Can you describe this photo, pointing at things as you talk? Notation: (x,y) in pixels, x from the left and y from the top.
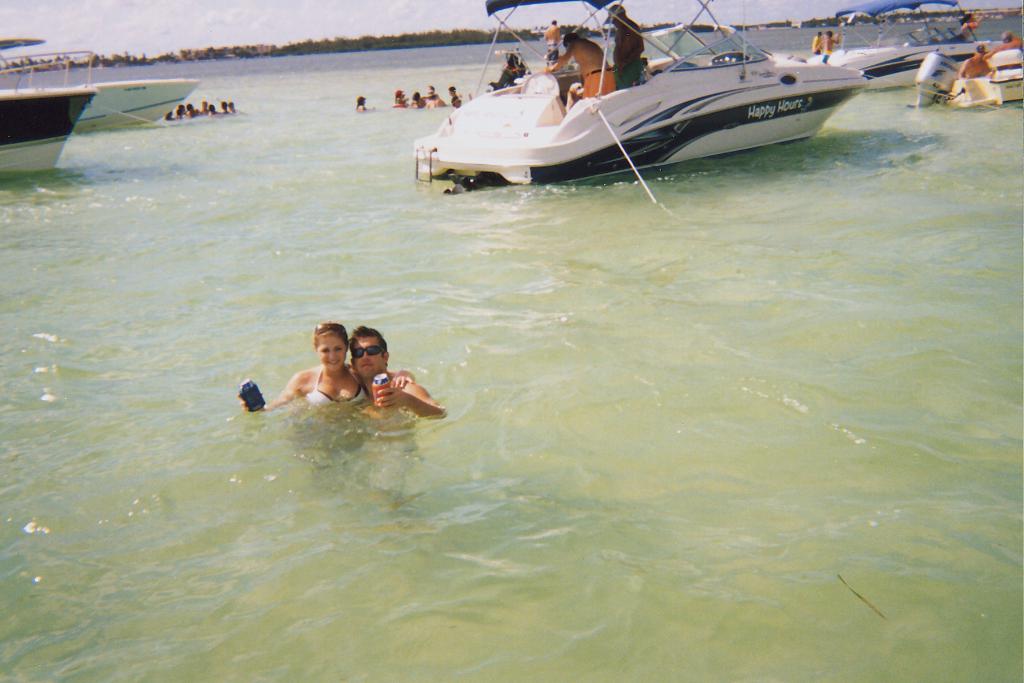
In this picture there is a man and a woman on the left side of the image (327,327), in a body of water (306,294) and there are yachts (941,38) and other people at the top side of the image (685,99).
